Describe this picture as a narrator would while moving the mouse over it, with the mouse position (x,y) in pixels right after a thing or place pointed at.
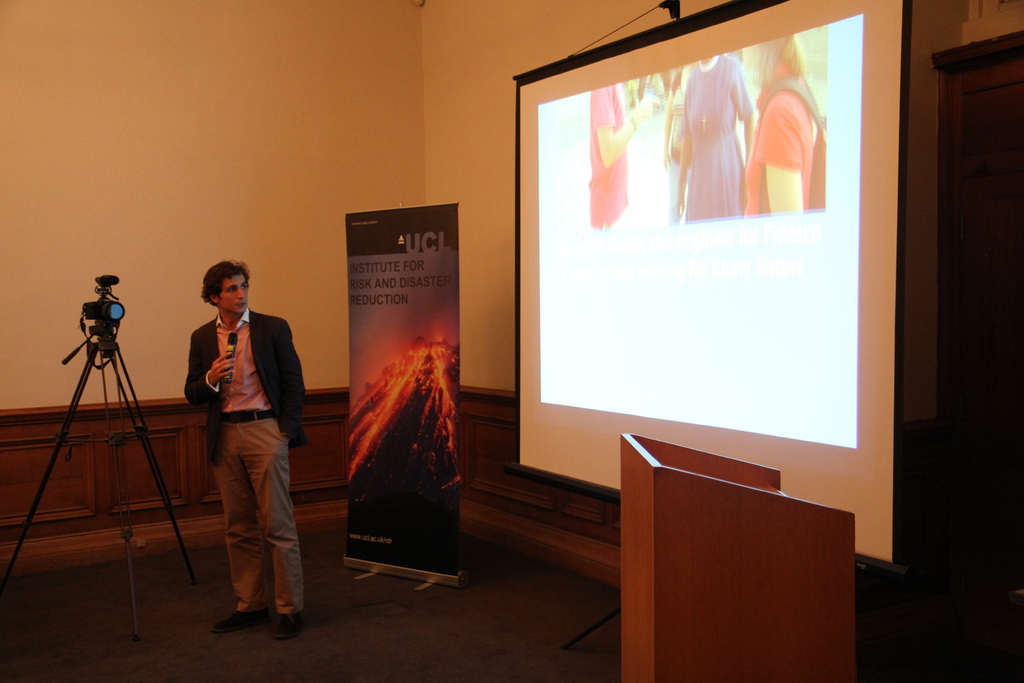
In the center of the image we can see a person (236,399) is standing and he is holding a microphone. On the left side of the image (129,437), there is a stand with a camera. On the right side of the image (708,589), we can see a wooden stand (701,569). In the background (485,198) there is a wall (305,129), banner (412,368), screen (701,338) and one wooden object (985,247). On the screen (725,248), we can see a few people (677,156).
